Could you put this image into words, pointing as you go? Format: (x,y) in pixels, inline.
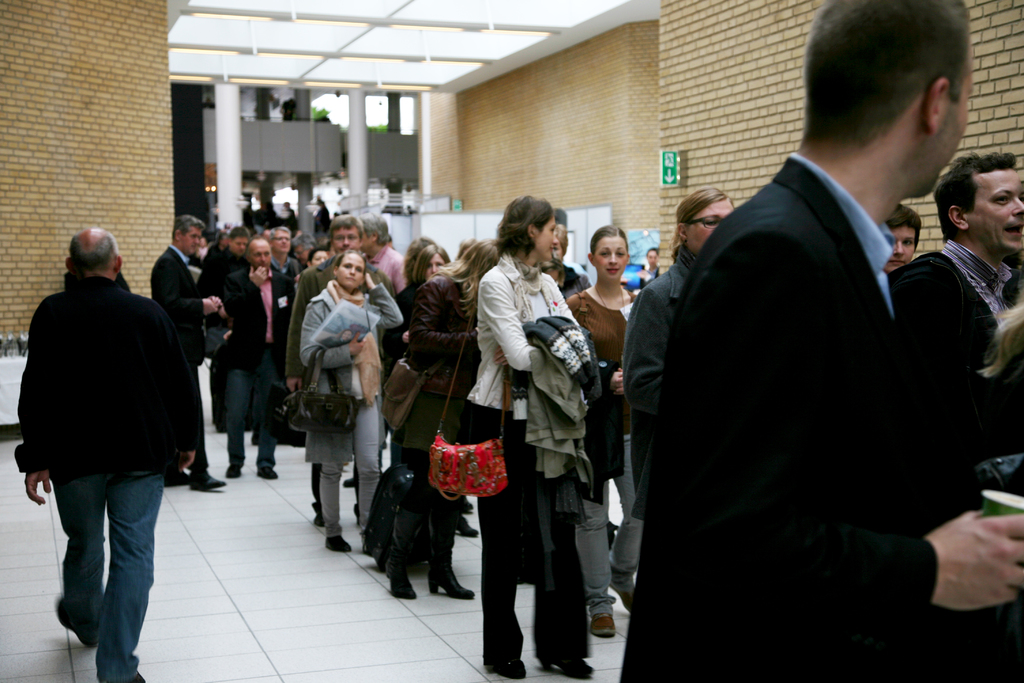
There is a group of people (538,249). There are standing. On the left side (184,367) we have a person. He's walking like slowly. In the right side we have a woman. She is wearing a bag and she is holding a jacket (560,466). We can see in the background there is a pillar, trees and roof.
